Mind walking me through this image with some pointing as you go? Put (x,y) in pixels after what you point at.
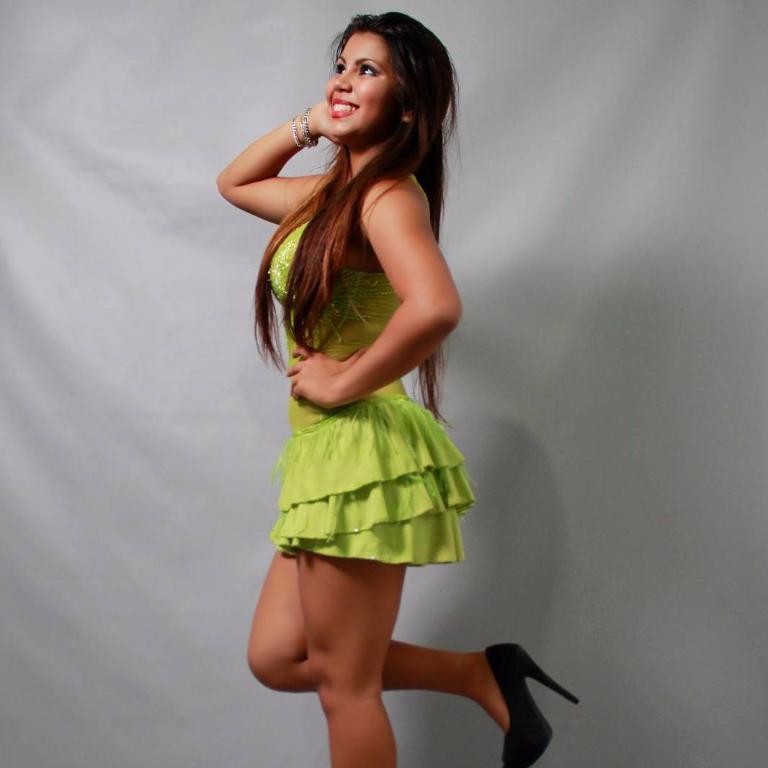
In the center of the image (304,263) there is a girl (401,662). In the background of the image (478,142) there is a white color cloth (136,251).
